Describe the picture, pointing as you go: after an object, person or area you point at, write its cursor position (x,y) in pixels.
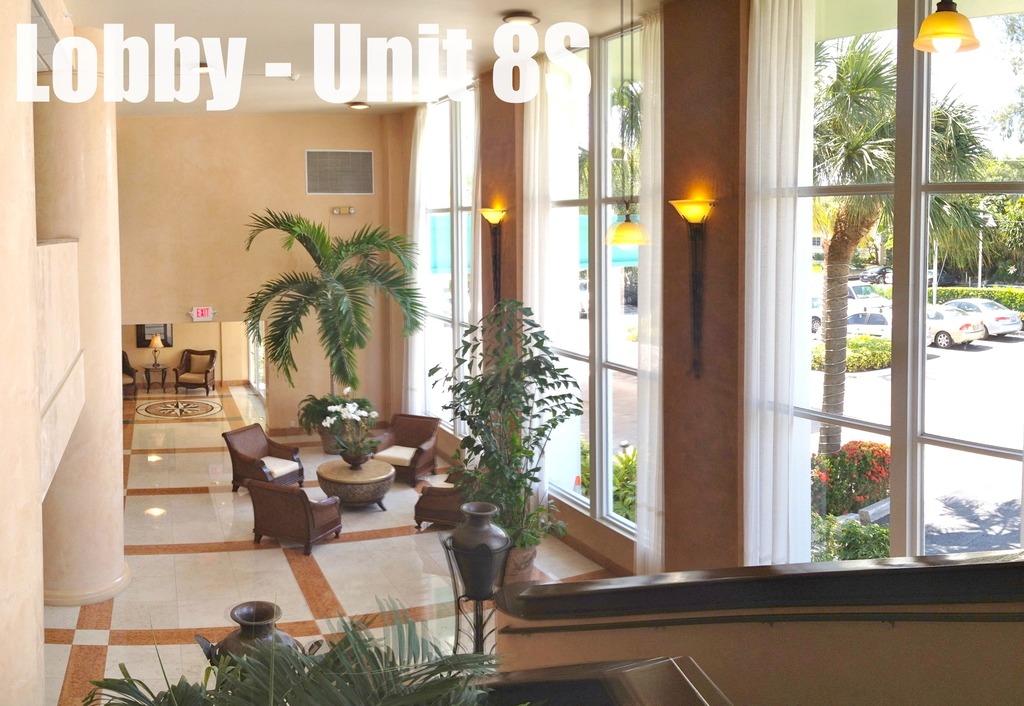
This is an inside view of a room (125,130). On the left side (96,436), I can see two pillars (60,180). On the floor (370,543) there are some plants (357,681), chairs (307,507), tables (361,476) are placed. On the right side (928,429), I can see the glass (574,229) and few lights (505,210) are attached to the walls (721,277). On the outside, I can see some cars (934,311) on the road (950,369) and also there are some plants (968,294) and trees (1006,224).
